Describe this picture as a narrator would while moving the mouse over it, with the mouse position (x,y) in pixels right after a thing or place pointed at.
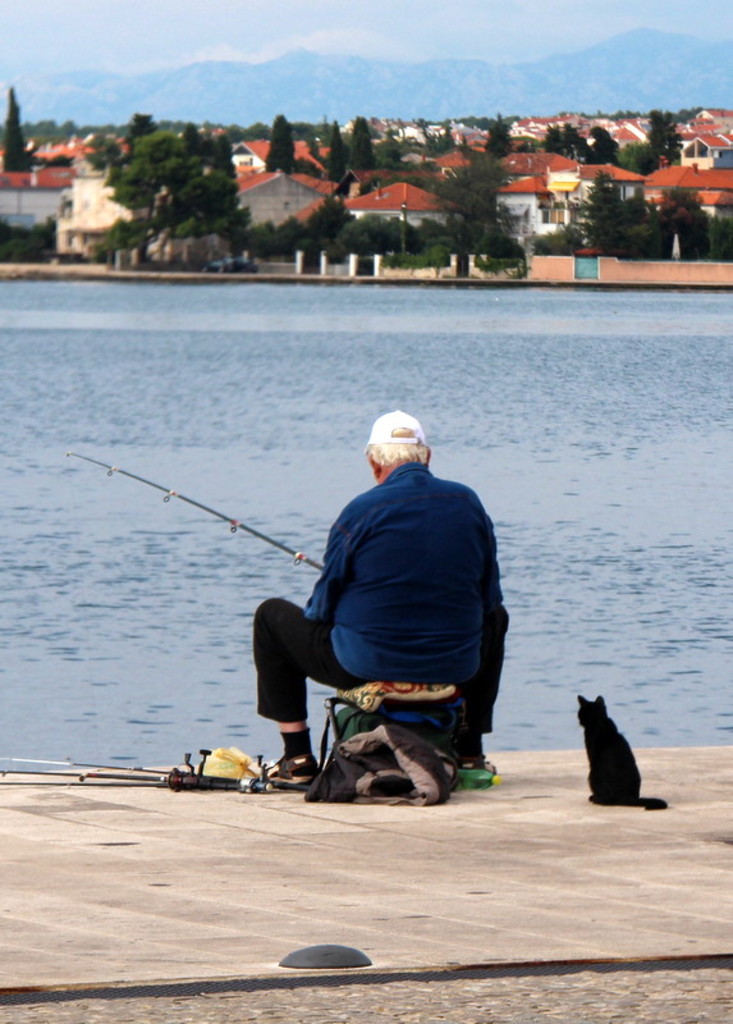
In this picture we can see old man (403,522) sitting on the chair (360,718). Besides him we can see jacket (378,741), cloth (452,691), stand (174,772) and plastic covers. He is wearing shirt (417,575), trouser (472,701), cap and shoe (468,763). He is also holding the fishing stick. Besides him we can see a cat (587,746). Here we can see water (366,411). On the background (621,104) we can see many trees (138,177), buildings (668,172) and mountains (403,103). On the top (361,10) we can see sky (317,10) and clouds (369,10).
